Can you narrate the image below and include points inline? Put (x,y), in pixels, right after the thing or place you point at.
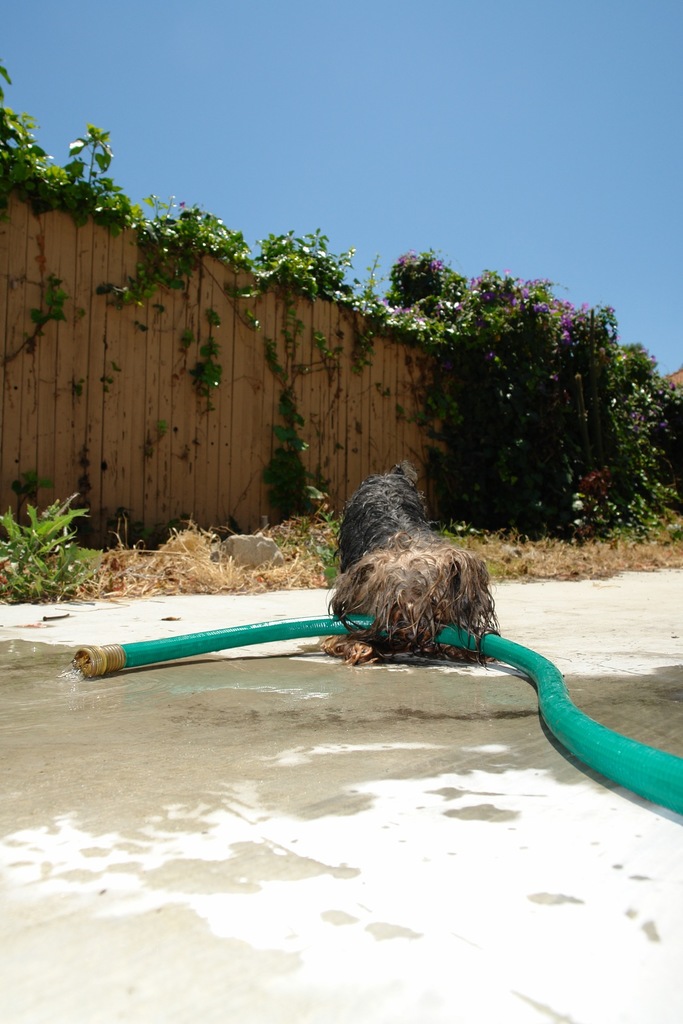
In this image there is a pipe (311,635) and a dog (380,611), in front of the dog (436,570) there is grass (466,538) on the surface (28,861), in front of the grass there is a wooden fence (192,350) with some leaves (424,294) on top of it.
